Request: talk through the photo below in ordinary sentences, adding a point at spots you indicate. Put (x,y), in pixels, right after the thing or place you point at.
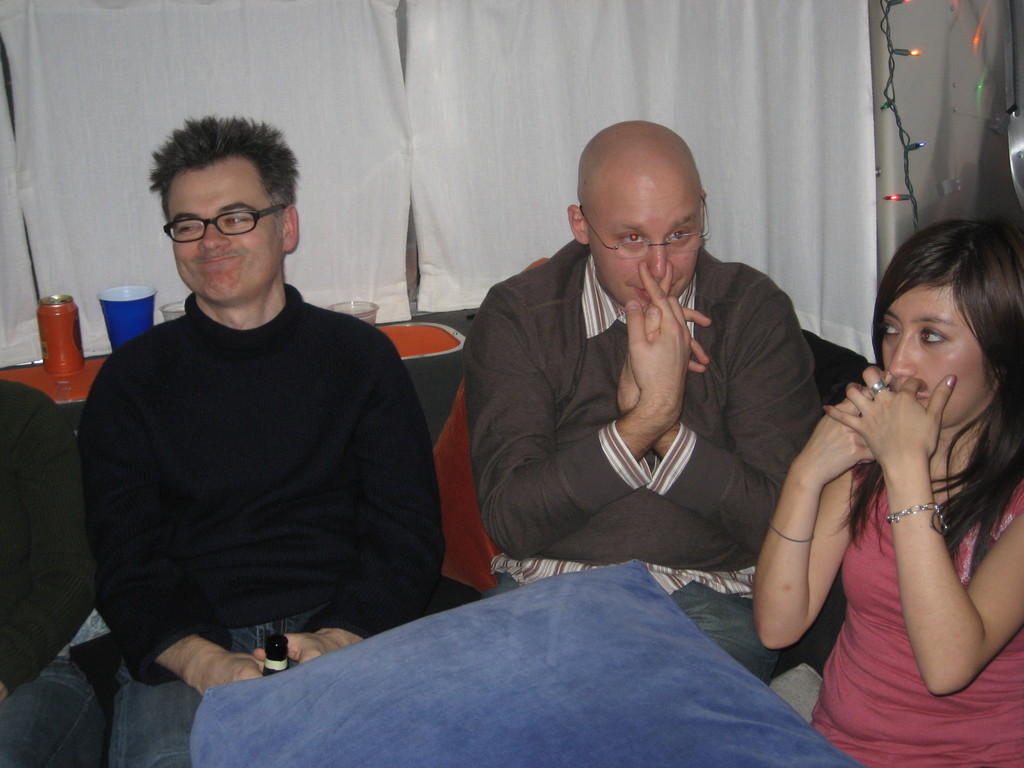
This picture shows few people (599,382) seated and couple of them holding their nose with their hands (898,463) and we see couple of them wore spectacles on their faces (645,299) and we see a can (58,307) and few glasses (116,315) on the table (470,312) and we see curtains (863,36) and lighting (899,127) and we see a man (249,662) holding a bottle (272,642) in his hand (302,659) and we see a woman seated on the side and a cushion (290,678).
